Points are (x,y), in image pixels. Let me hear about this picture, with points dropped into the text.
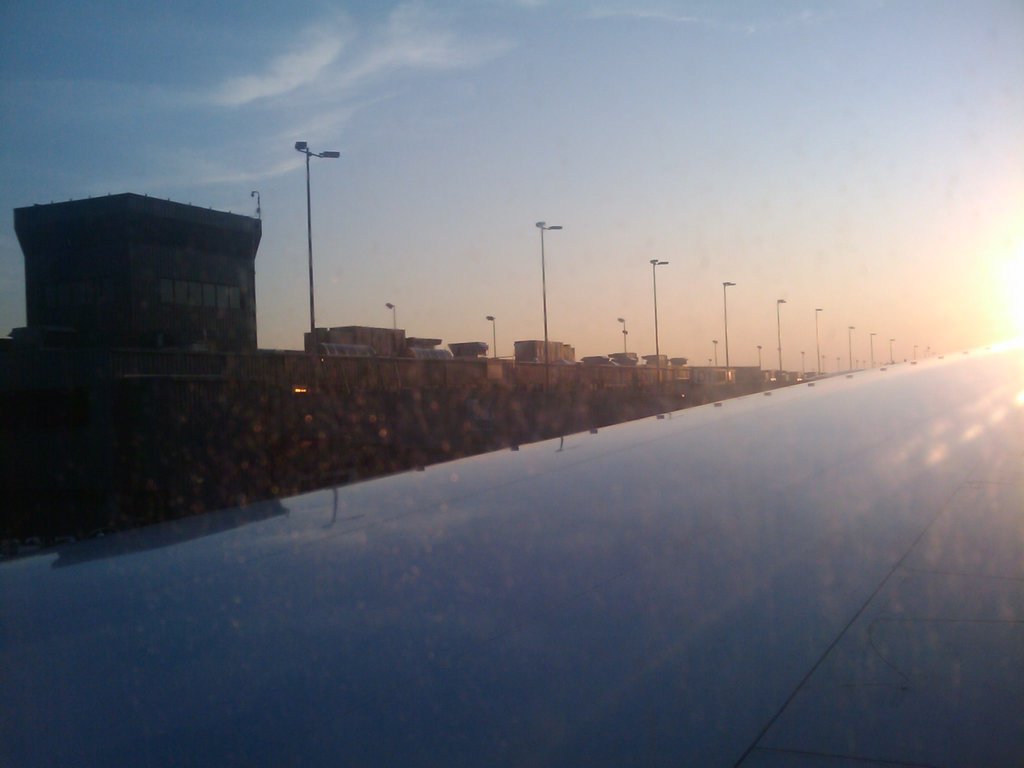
In this picture I can see there is an airplane wing (906,428) and there are few poles (306,152) with lights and there are a few buildings (162,258) at left side (161,276) and the sky (601,96) is clear and sunny.
